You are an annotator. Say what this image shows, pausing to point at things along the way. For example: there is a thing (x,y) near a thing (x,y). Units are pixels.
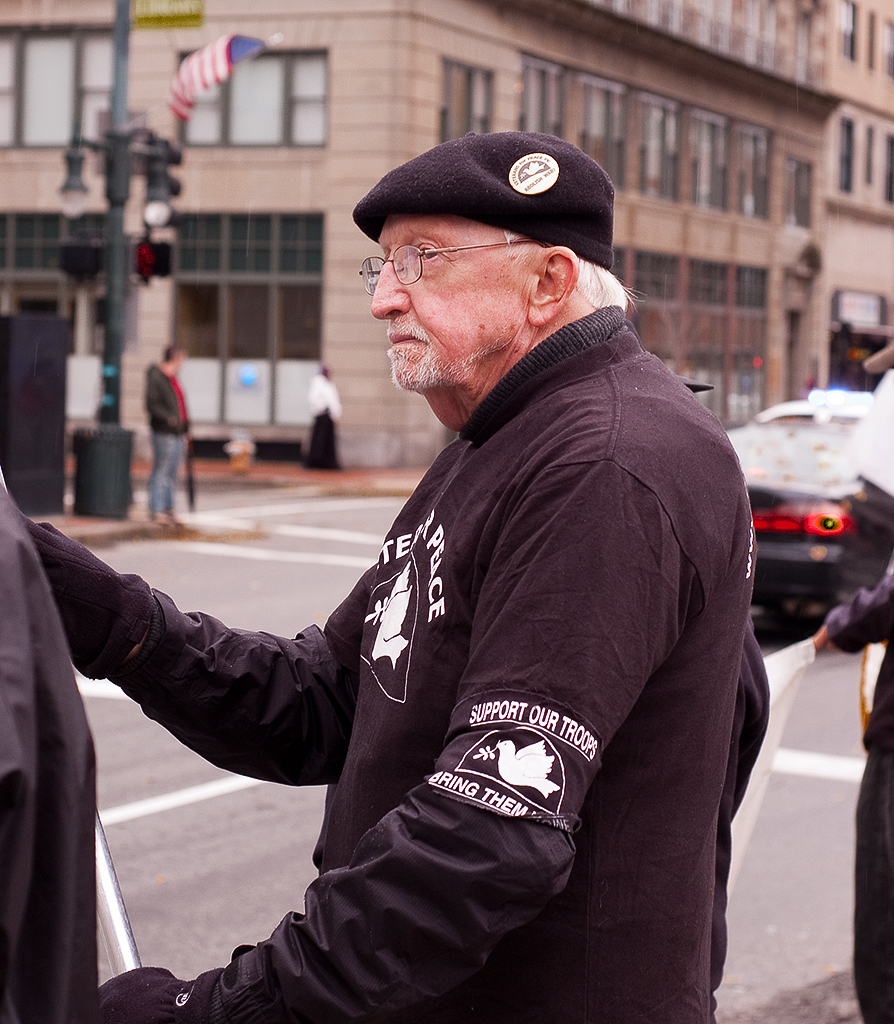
In this picture I can see a man (528,682) is standing and wearing spectacles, cap (530,216) and black color dress (509,727). In the background (342,410) I can see buildings (321,355), people (161,458) and vehicles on the road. On the left side (113,217) I can see pole (113,276).
